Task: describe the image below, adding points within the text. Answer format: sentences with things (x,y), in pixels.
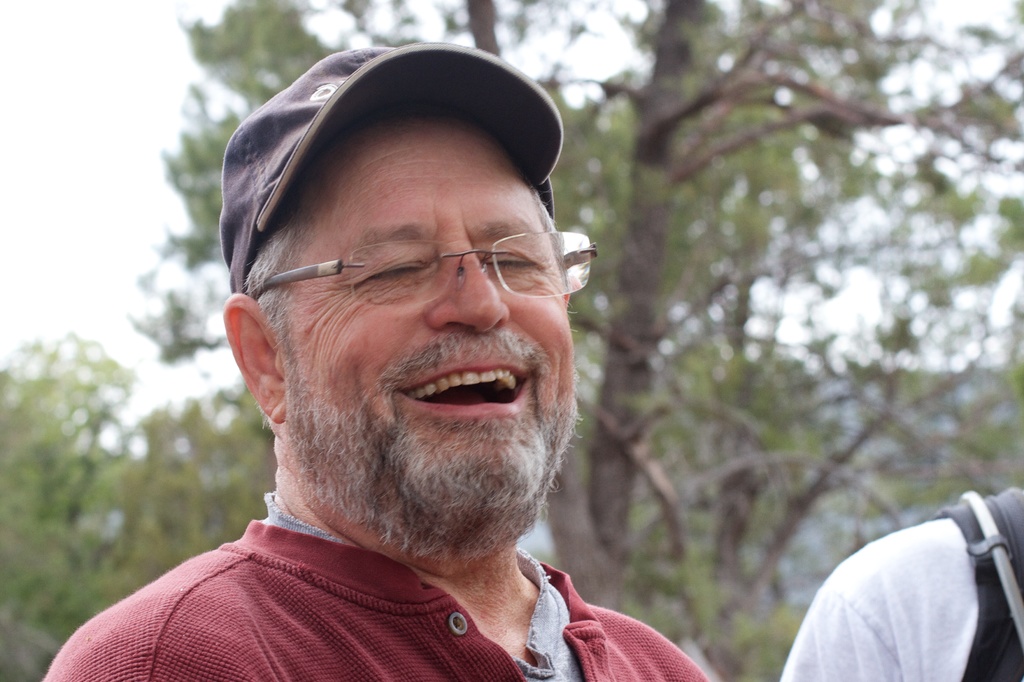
This image consists of a man (558,587) wearing a red T-shirt (339,626) is laughing. On the right (928,610), there is another person (913,609). In the background (626,259), there are trees (195,180). At the top (64,188), there is sky (57,193).
